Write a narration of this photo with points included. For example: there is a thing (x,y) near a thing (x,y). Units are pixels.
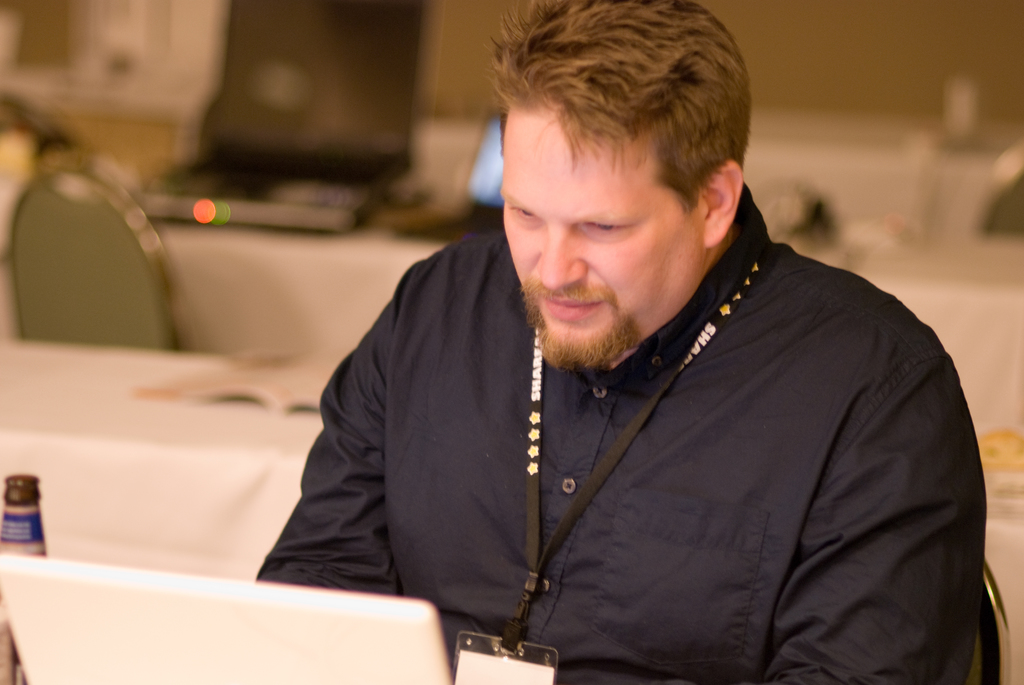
In this picture we can see a man (549,395), he is seated on the chair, in front of him we can find a laptop (138,594) and a bottle (24,540), in the background (51,505) we can see few more tables (165,482), chairs (160,301) and laptops (224,172).
